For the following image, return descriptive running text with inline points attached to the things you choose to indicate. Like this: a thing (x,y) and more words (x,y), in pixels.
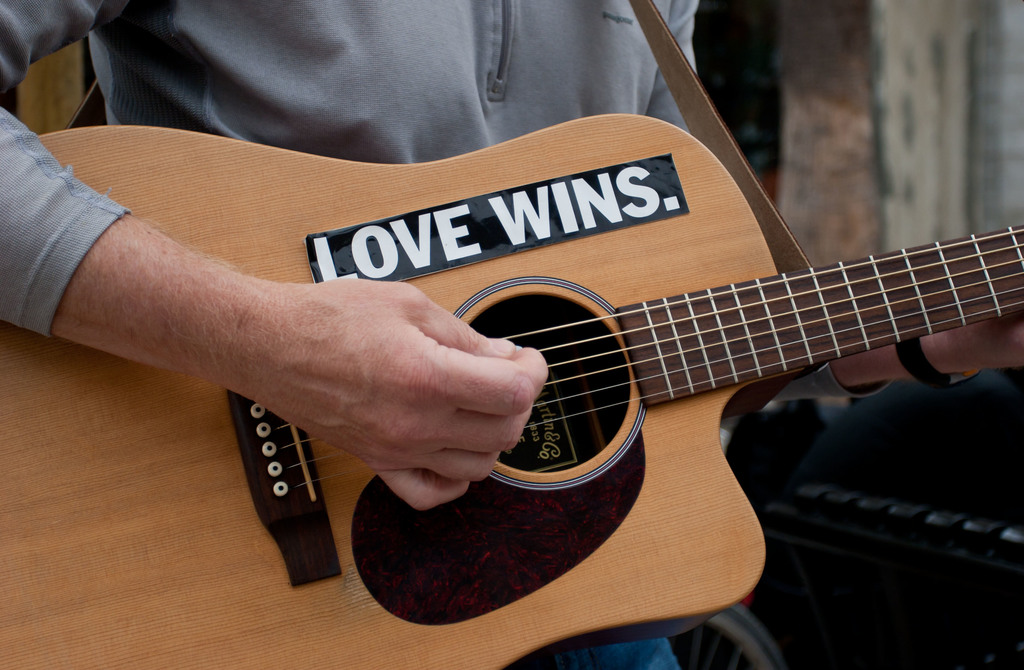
In this image I can see a person (288,115) playing the guitar (661,384).
